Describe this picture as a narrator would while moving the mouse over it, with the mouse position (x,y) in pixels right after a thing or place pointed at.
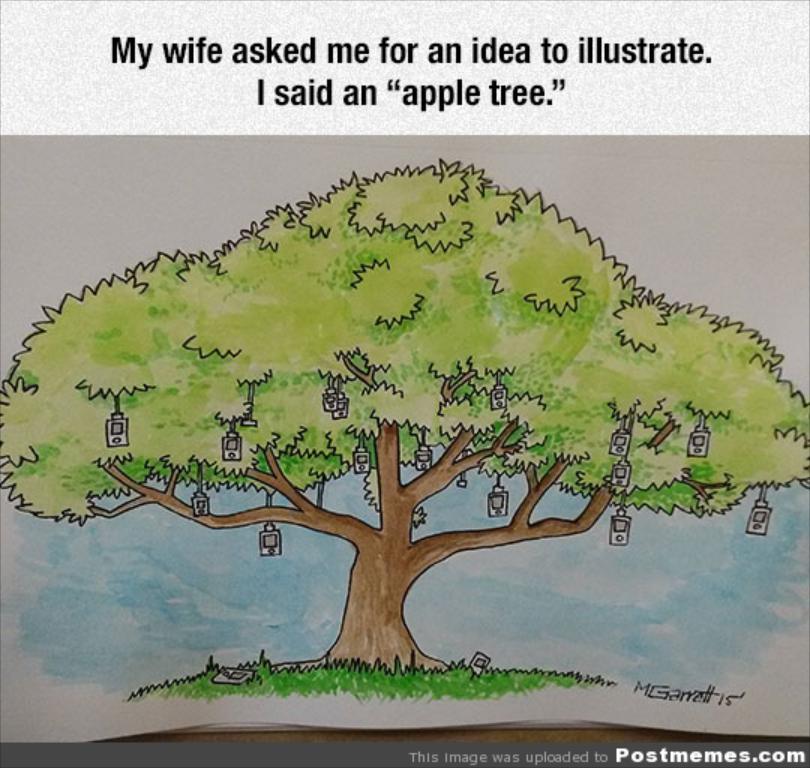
This is a poster. In this picture we can see some text (630,62) on top (466,92) and at the bottom of the picture (412,754). There are a few objects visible on a tree (409,240). We can see some objects (235,679) on the grass (264,663).
